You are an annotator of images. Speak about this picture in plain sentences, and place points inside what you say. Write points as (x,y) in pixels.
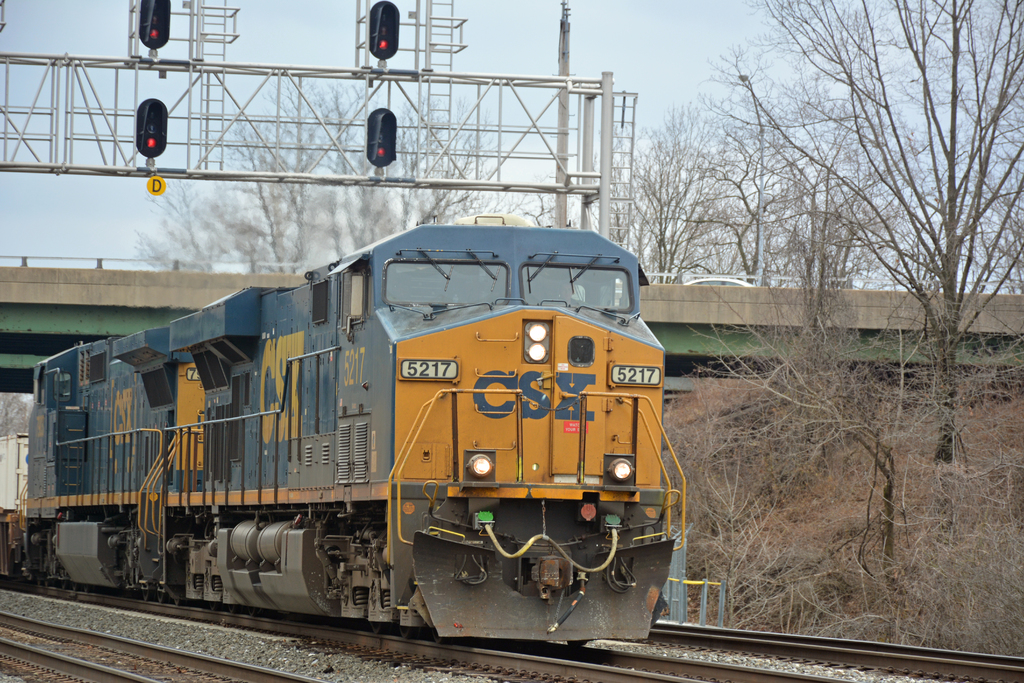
An engine (371,432) is moving on the railway track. It is in blue color, there are signal lights (152,5) at the top (391,111). On the right side (920,287) there are trees (980,426) in this image.
